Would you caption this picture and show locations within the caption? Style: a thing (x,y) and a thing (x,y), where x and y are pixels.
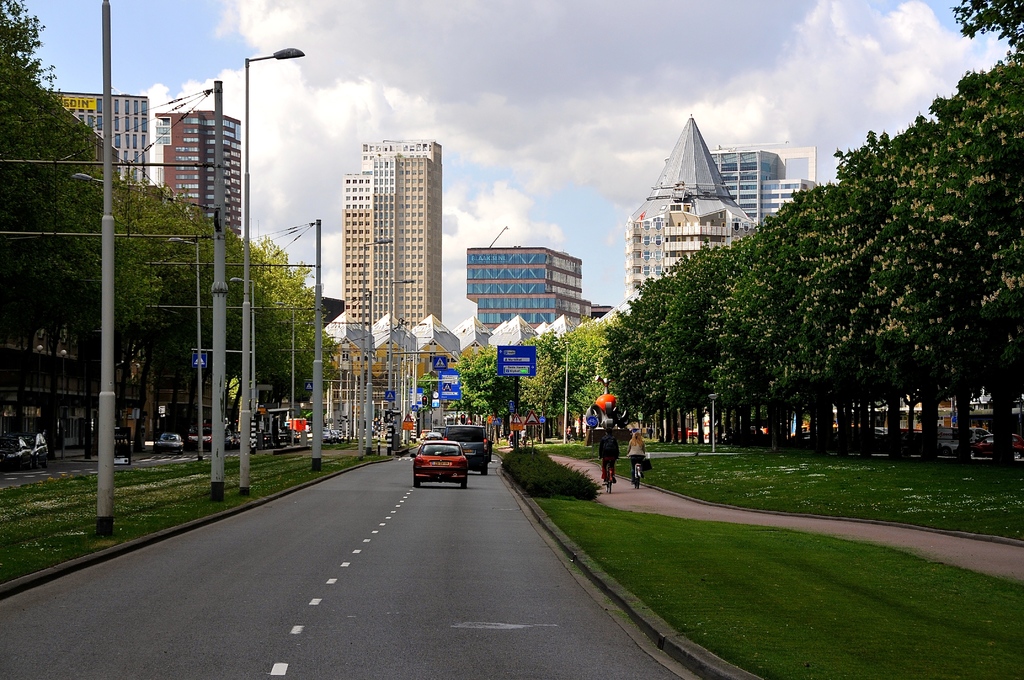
In this picture I can see vehicles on the road (671,665). There are poles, boards (513,411), lights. I can see buildings (410,166), plants (140,498), trees (4,201), and in the background (590,144) there is the sky (700,90).
